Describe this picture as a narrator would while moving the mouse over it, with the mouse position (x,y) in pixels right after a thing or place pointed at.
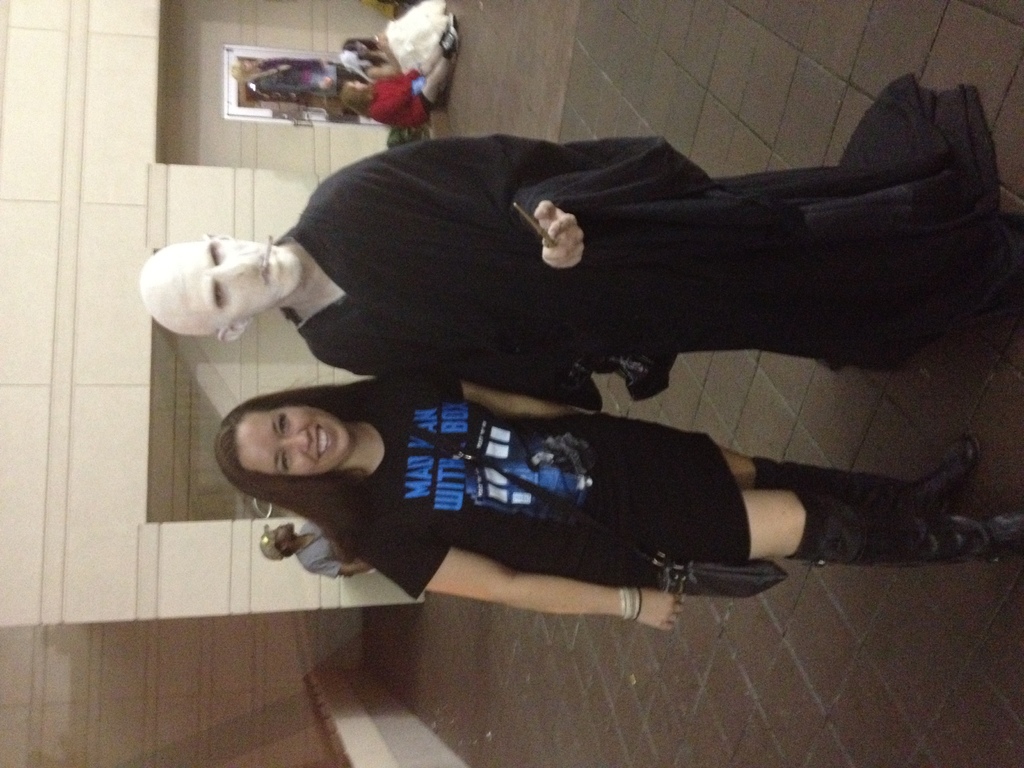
In the image there is a person (530,281) with costume (349,250) and makeup (201,288) on the face (207,273). Beside the person (186,279) there is a lady (518,508) standing and smiling. Behind them there is a man (306,551) with a cap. At the top of the image (384,66) there are two ladies (400,73) sitting on the floor (464,88). Behind them there is a lady (266,81) standing. In the background (267,507) there is a wall (92,330) with pillars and glass doors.
